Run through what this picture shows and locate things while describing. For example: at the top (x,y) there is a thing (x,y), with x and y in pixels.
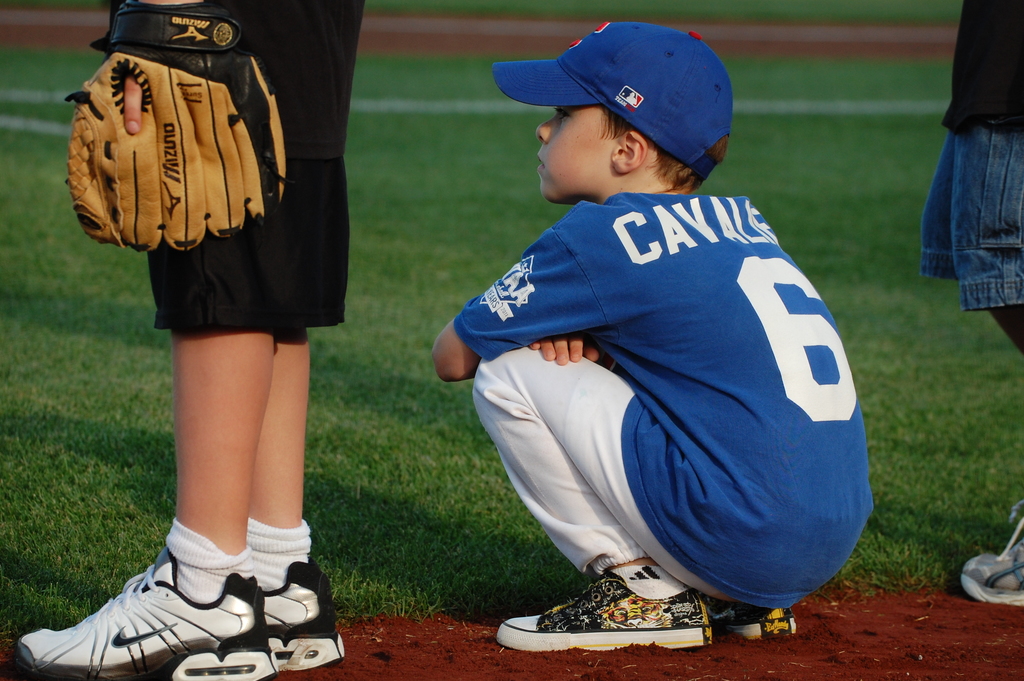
This is a playing ground (922,424). Here I can see the green color grass (906,513). A boy (755,459) is wearing blue color t-shirt (688,293), cap (682,108) on the head (617,142) and sitting on the ground (811,655) facing towards the left side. Beside this boy (742,260) I can see two persons (293,260) are standing wearing white color shoes (262,627) and gloves (158,86) to the hands (166,3).
